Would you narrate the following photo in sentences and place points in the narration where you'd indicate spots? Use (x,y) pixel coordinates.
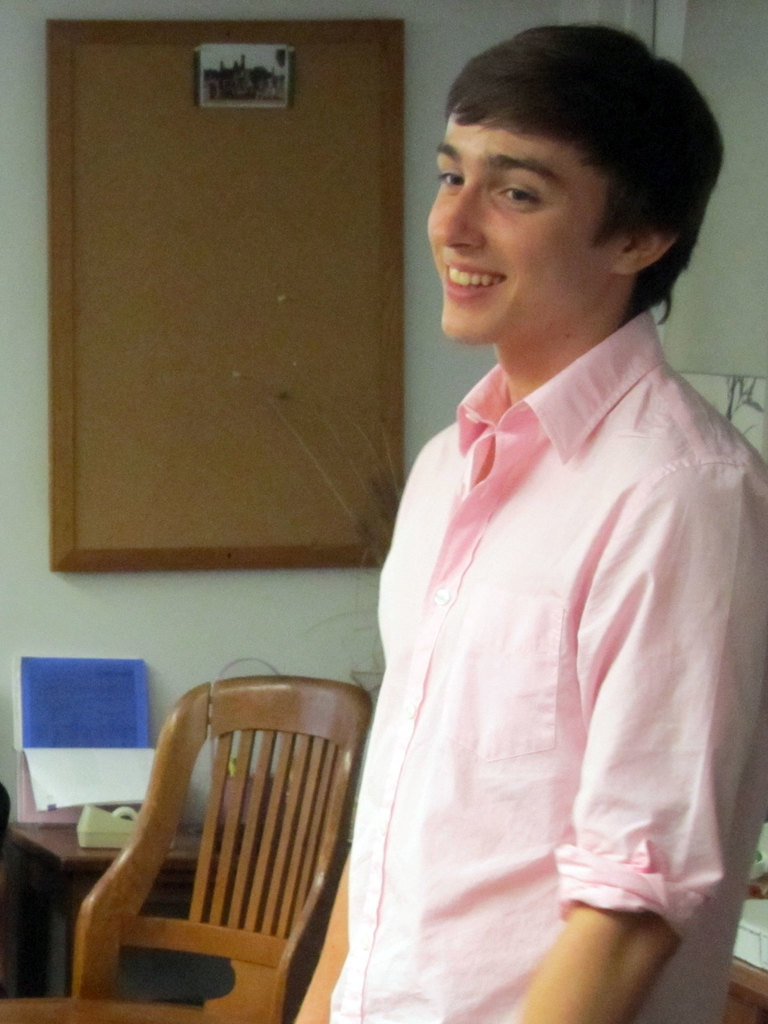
In this picture we can see a person (432,682) is standing and smiling, in background (140,366) we can see a chair (128,934), a table (54,862), calendar (111,705), and a notice board (187,314) on the wall (14,401).
